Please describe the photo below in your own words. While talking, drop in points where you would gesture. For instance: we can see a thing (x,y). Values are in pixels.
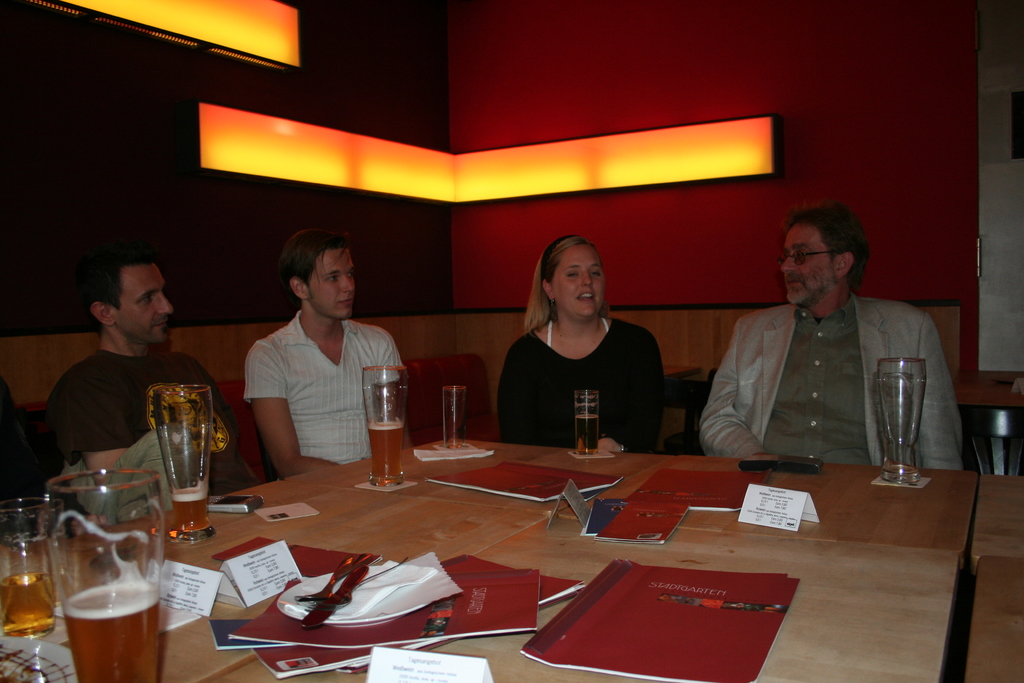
There is a table (405,537), on that table (517,636) there are some glasses (123,585) which contains beer (399,443) and on the table (865,609), there are some menus (651,598) in red color and some cards (263,573) in white color, some peoples (858,379) sitting on the chairs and in the background (882,253) there is a wall (763,78) and a yellow color light (367,151).
